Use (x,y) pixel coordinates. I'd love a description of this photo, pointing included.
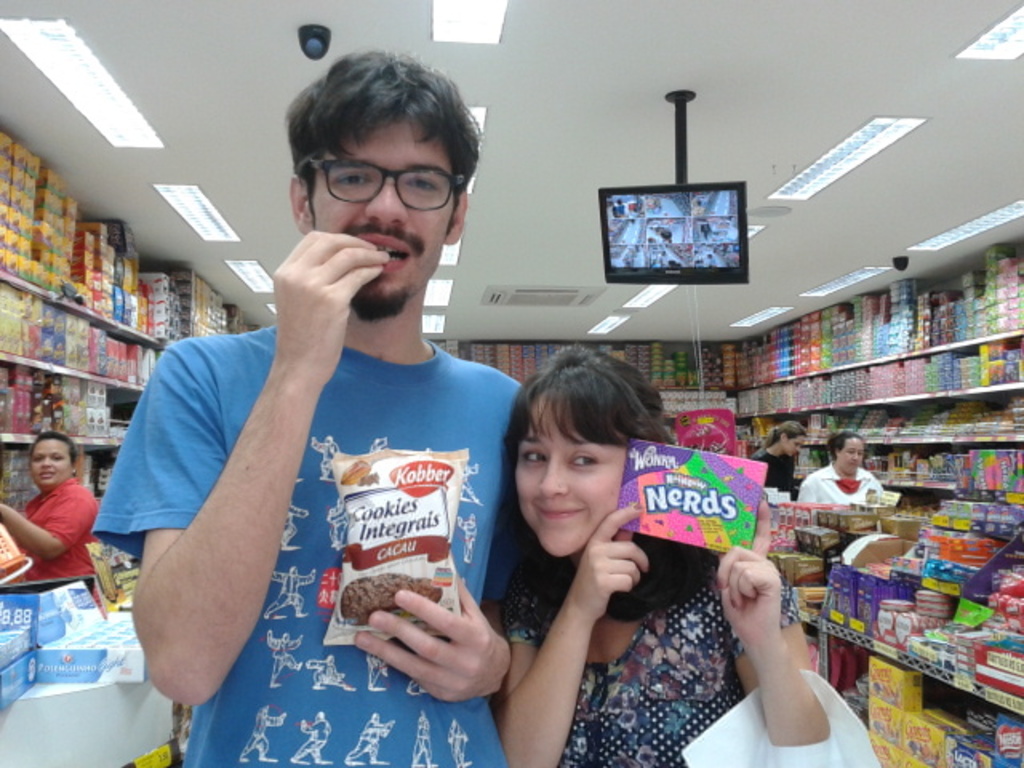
In front of the image there is a person (293,431) holding a bag (353,626) of cookies (386,587) is eating, beside the person (491,508) there is a girl (599,521) holding a box (623,495), behind them there are a few people (831,470) and there are a few objects (780,521) on the aisles (461,346) of a store (688,360), at the top of the image (681,216) there is a monitor (656,223) with a rod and a camera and there are lights (69,68).
